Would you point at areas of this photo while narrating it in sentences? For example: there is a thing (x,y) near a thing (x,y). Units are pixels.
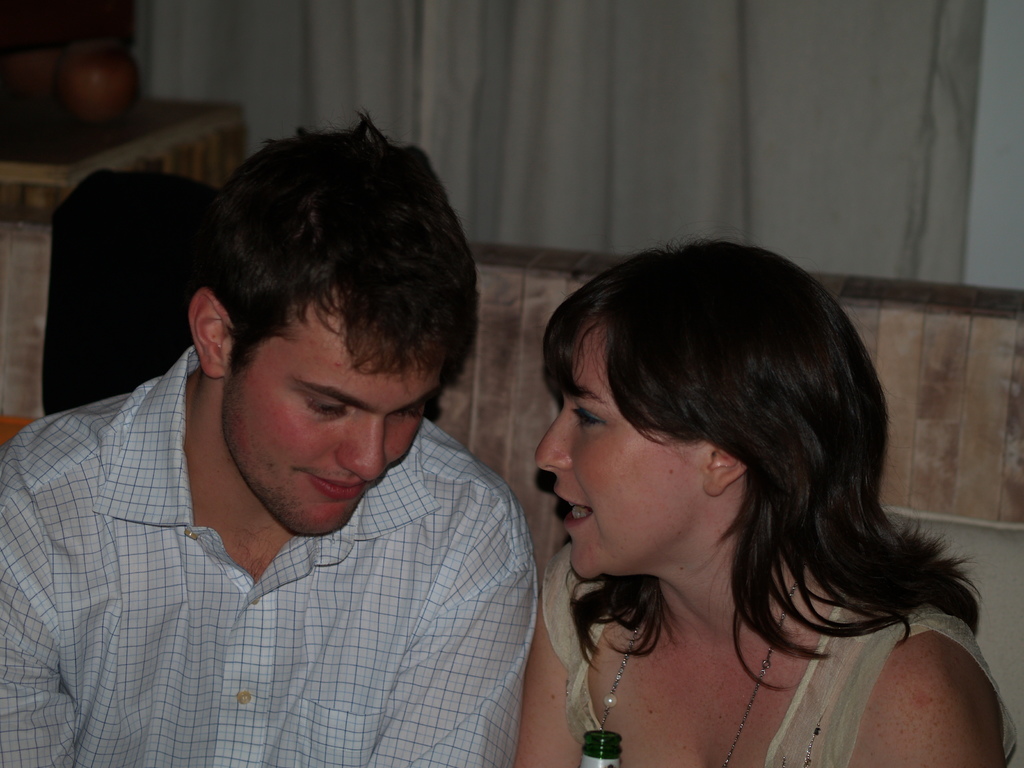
This picture is taken inside the room (489,736). In this picture, in the middle (660,399), we can see two people (530,663) man (523,663) and woman (817,766) are sitting on the chair (68,251). In the background (924,169), we can see a curtain (923,172) and a table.
